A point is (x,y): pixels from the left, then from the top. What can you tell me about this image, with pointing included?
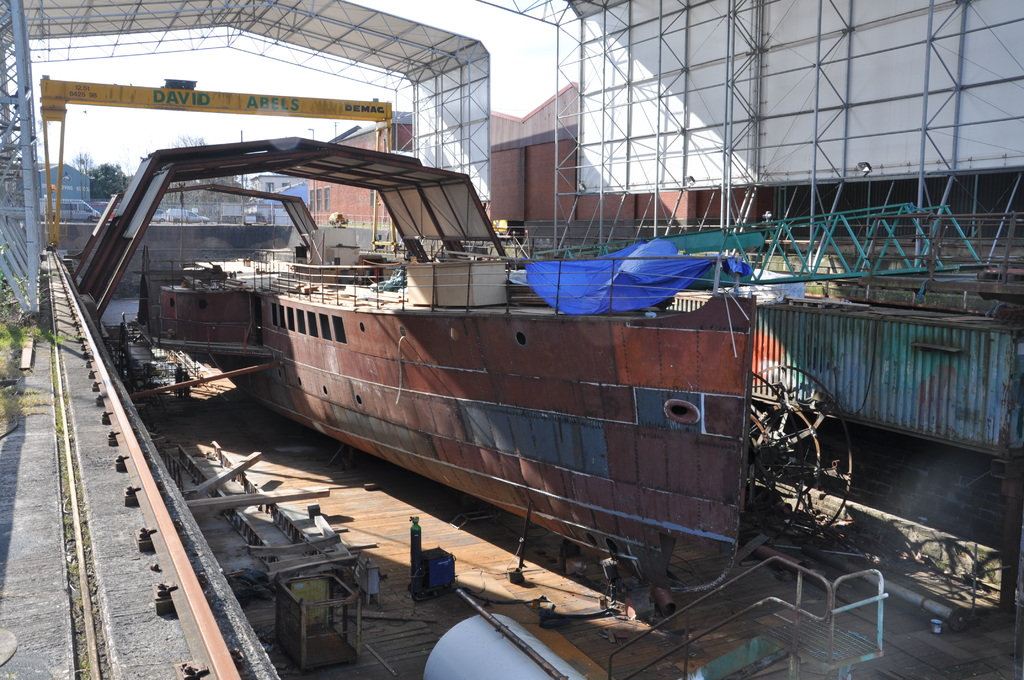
Here in this picture we can see a place (357,491), over which we can see a ship (347,299) being constructed and we can see sheds (730,33) present here and there and we can also see scrap metal (140,363) all over there and we can see equipments (380,282) present on the ship (266,302) over there and in the far we can see buildings (84,185) and trees (94,195) present over there.
